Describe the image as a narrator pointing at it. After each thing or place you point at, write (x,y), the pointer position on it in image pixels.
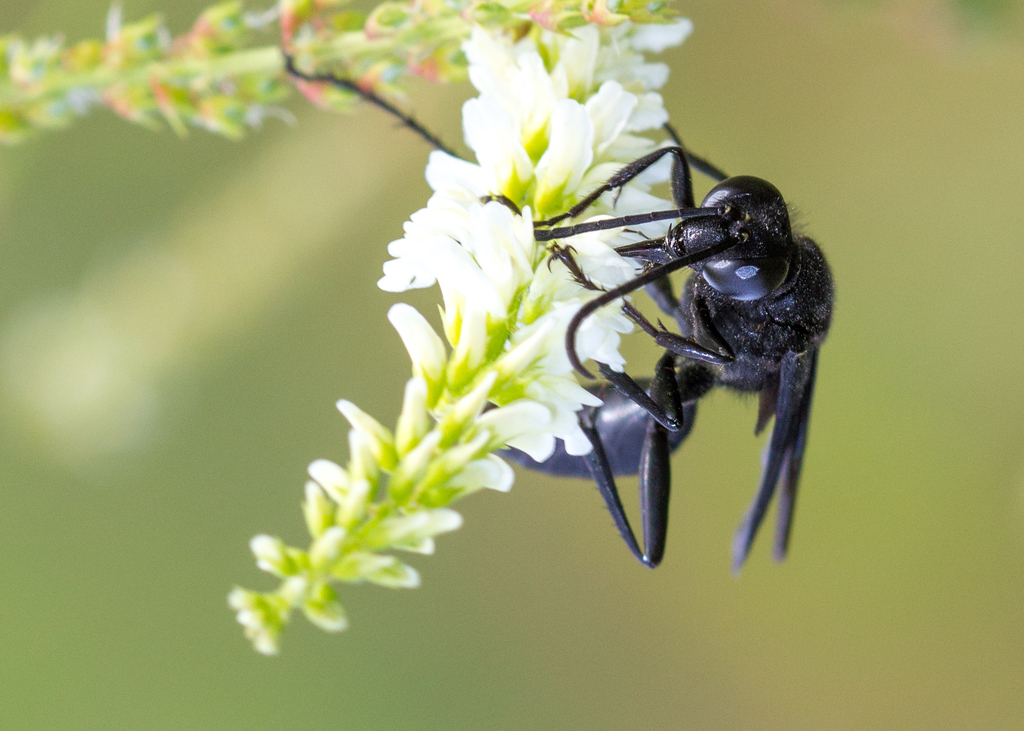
In this image I can see a flowering plant (447,516) and a wasp (593,453). The background (519,495) is green in color. This image is taken may be during a day.
